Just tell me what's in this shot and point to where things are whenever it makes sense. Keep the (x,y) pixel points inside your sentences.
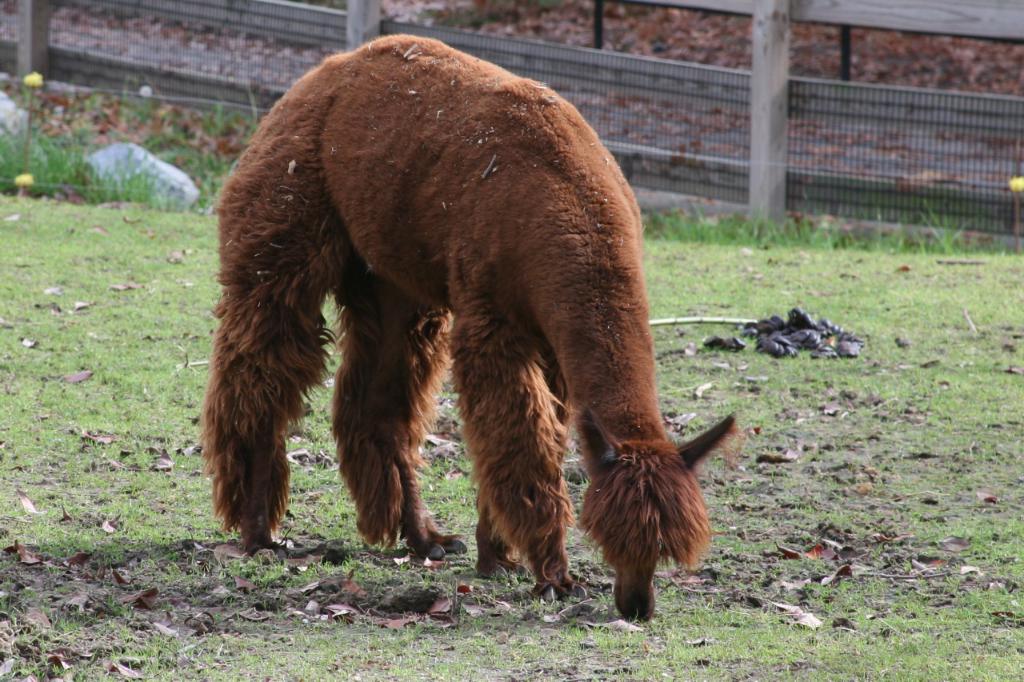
In the image there is an animal (616,389) grazing grass (586,538) from the ground (436,667), behind the animal (507,358) there is a fencing (682,102).
